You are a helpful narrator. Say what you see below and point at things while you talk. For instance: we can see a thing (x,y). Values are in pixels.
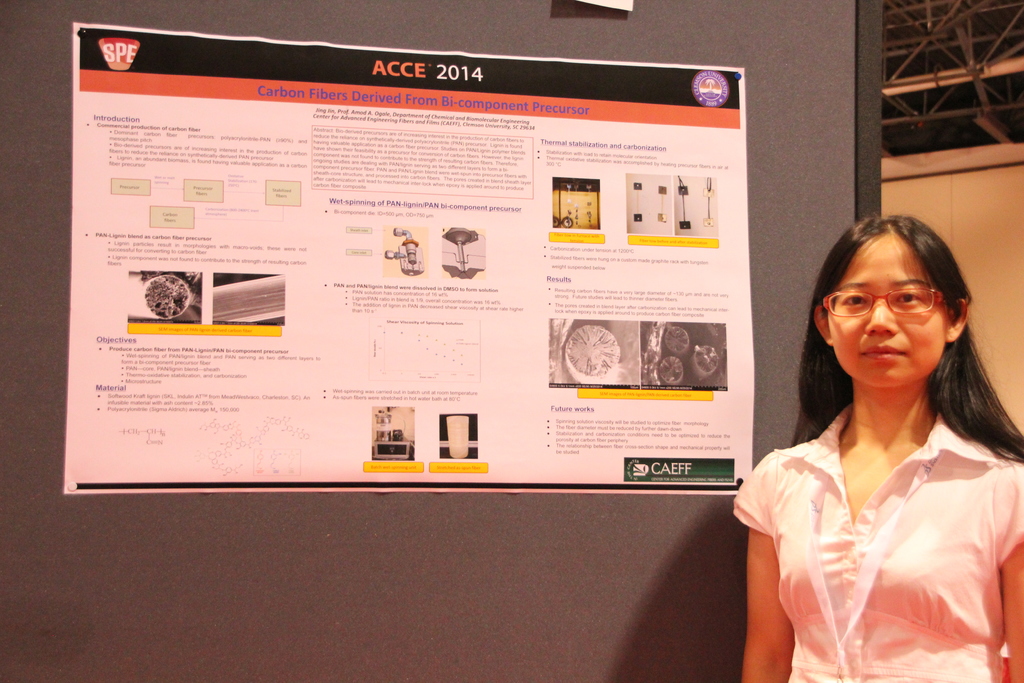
In this image we can see a poster (199,145) on a platform (35,11) and there is a woman (944,244) on the right side (956,276). In the background (992,282) we can see poles (926,37) and wall (929,163).
